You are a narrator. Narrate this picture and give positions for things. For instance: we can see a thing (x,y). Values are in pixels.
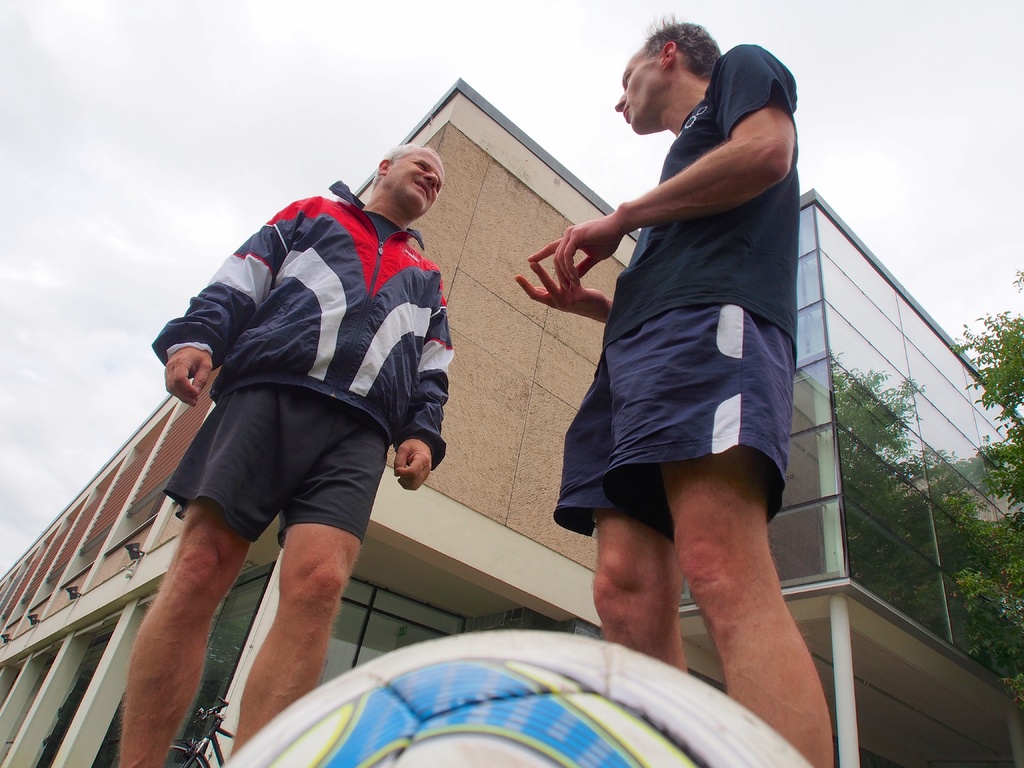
In this image we can see two persons (530,267) standing and facing towards the each other, behind them are some buildings (472,266) with the glass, trees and a bicycle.
